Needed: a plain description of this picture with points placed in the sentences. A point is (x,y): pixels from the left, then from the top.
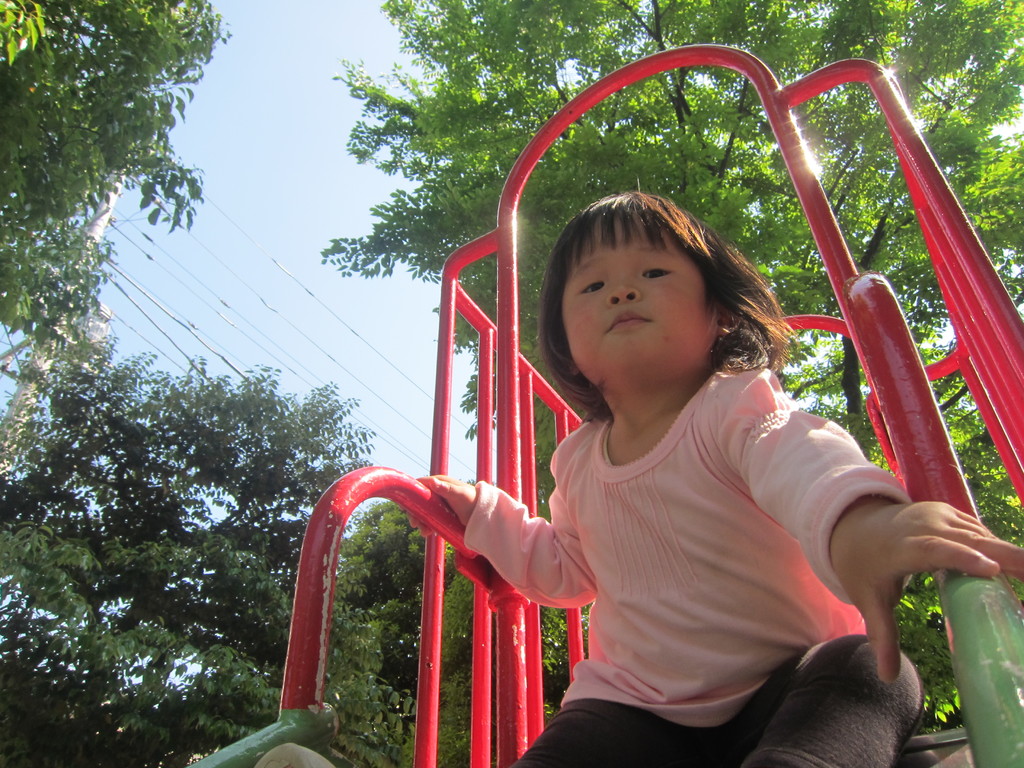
In this image we can see a child (607,496) on an amusement ride (517,172). In the back (85,393) there are trees (30,535). On the left side (96,328) there is an electric pole (97,311) with wires (108,263). In the background (286,32) there is sky (364,376).
